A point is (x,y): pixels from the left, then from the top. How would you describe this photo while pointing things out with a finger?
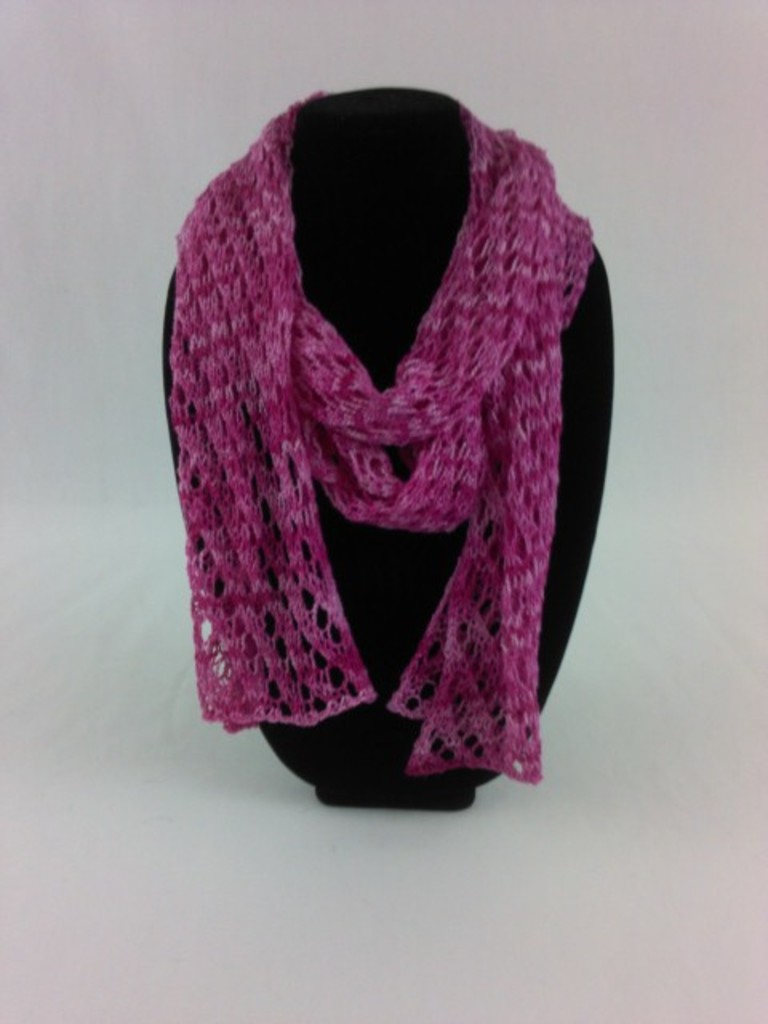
In this image we can see a pink color stole (468,270) on the black color object (395,572) which is placed on the white surface (467,836).
